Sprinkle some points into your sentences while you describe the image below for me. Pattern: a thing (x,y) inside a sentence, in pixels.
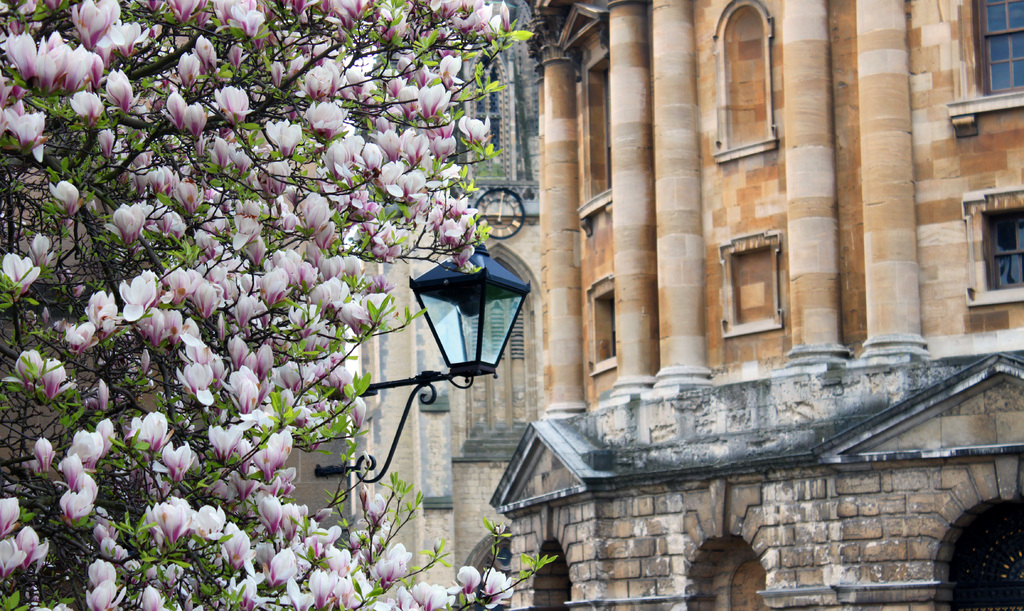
There are flowers (131,226) to a tree (59,353) and a lamp (471,278) in the foreground area of the image (192,388) and buildings (545,267) in the background (553,380).
